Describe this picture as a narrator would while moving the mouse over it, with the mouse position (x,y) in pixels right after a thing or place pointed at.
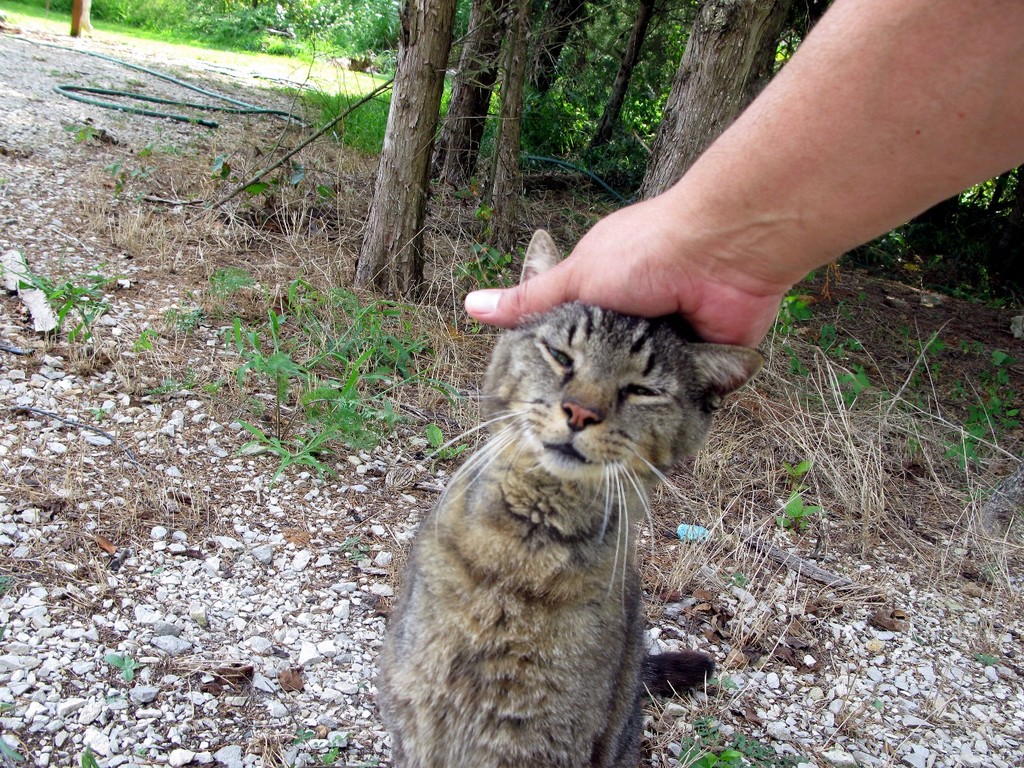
In this image, we can see a cat (659,370) is sitting. Here there is a person's hand (737,231) on the cat head (626,330). Background we can see stones (1018,765), plants (282,357), grass (960,475), trees (210,8) and pipe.
